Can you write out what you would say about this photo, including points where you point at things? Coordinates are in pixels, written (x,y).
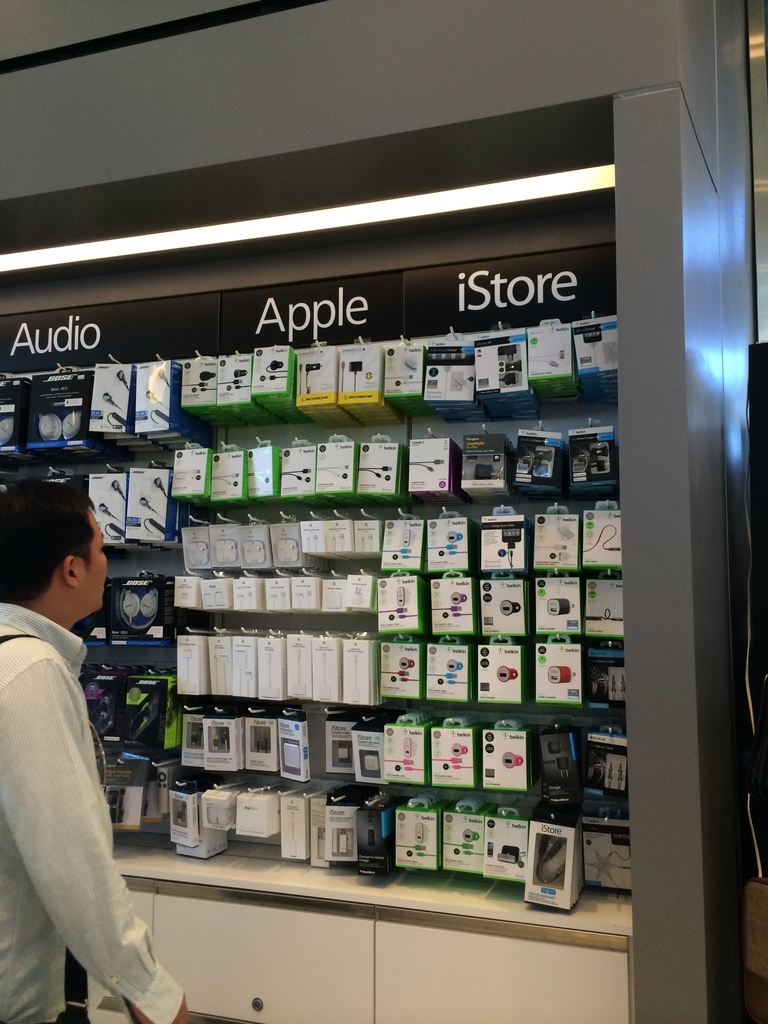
In this image, we can see so many things (308,642) and objects (391,690) are hanging. Left side of the image (89,826), we can see a person (51,877) is standing. At the bottom (281,983), we can see cupboards (287,989). Top of the image (530,188), there is a light (283,225).
